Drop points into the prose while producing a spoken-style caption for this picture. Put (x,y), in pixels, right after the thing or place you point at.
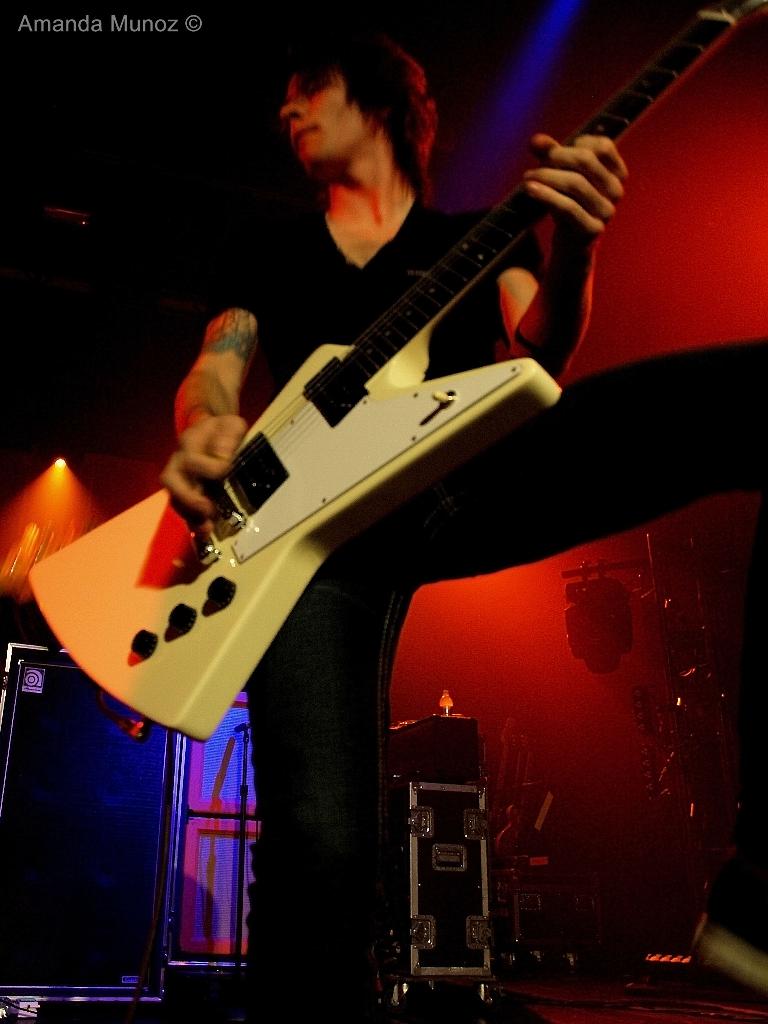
In this picture a man (368,179) is playing guitar (305,363), in the background (25,552) we can see couple of lights (28,510) and musical instruments (504,792).
